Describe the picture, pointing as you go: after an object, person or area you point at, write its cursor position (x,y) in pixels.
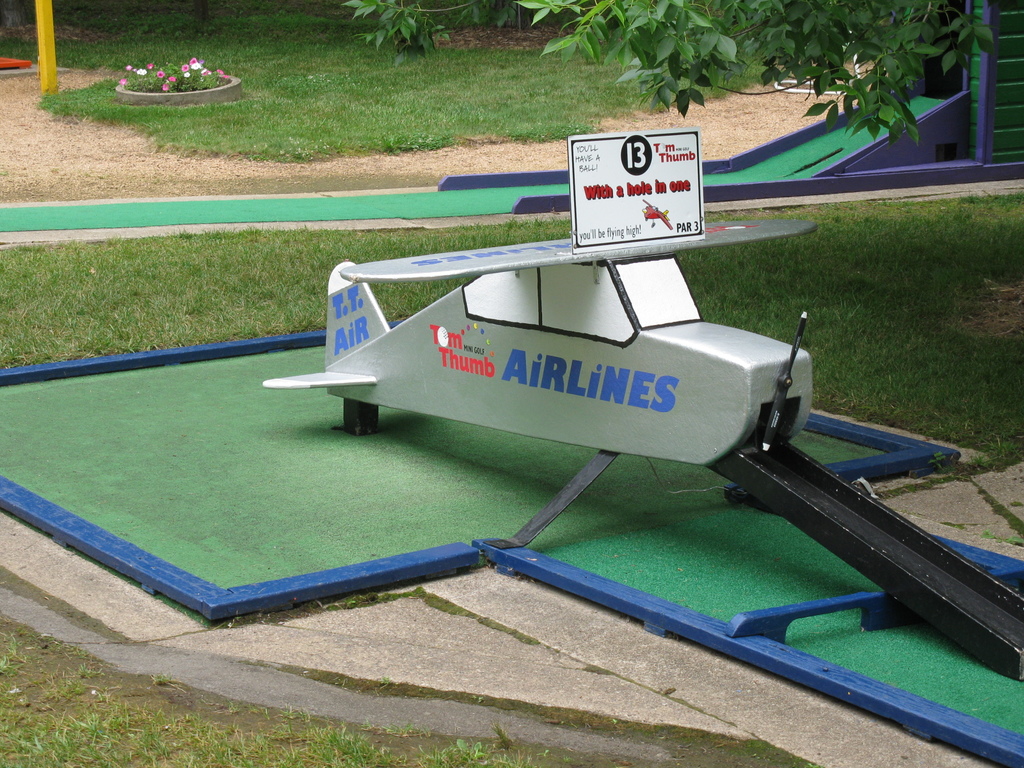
In this image we can see an object (602,292) and there is some text (700,230) on it. Behind the object (545,404) we can see grass (842,255) and another object (811,157) and we can see few flowers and plants (145,74) behind the object (581,338). In the top right (816,9), we can see the leaves (704,22).
